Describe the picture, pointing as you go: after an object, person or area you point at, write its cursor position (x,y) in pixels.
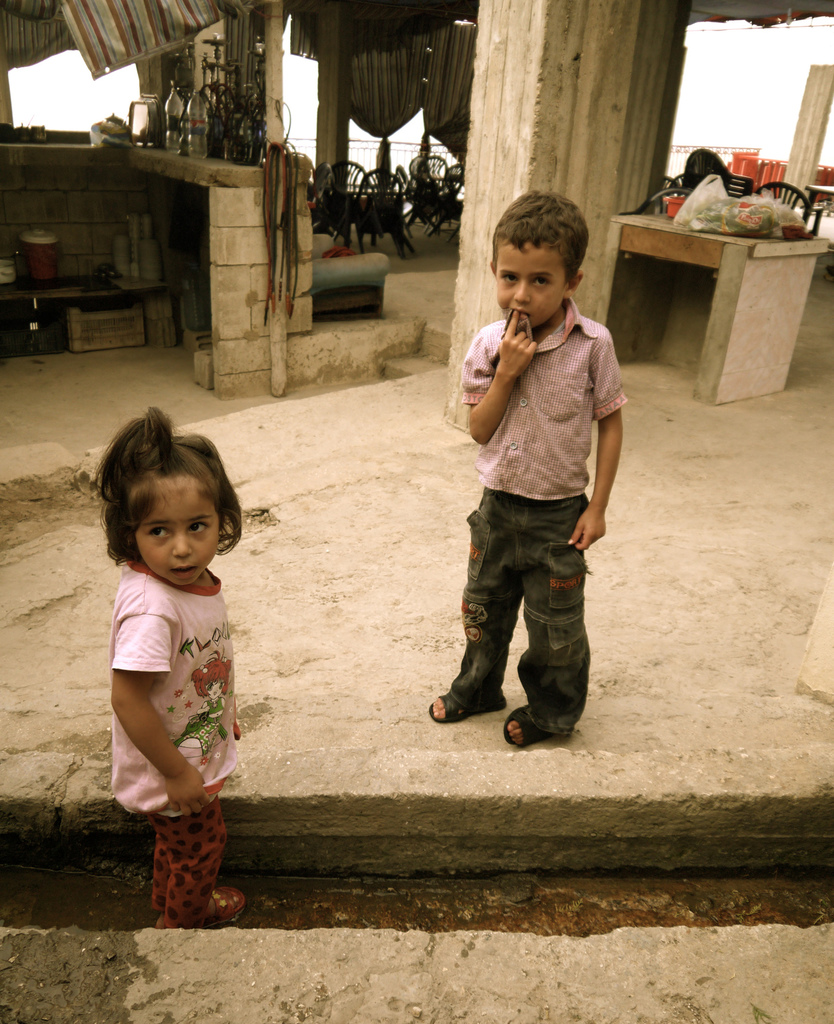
In this image we can see two children (588,414), behind them, we can two tables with some objects (763,232) placed on the table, there we see bottles (171,129) and some objects (233,143) on the stone wall (230,174), a few chairs (350,211), fence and some clothes (157,52) hanging from the roof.
